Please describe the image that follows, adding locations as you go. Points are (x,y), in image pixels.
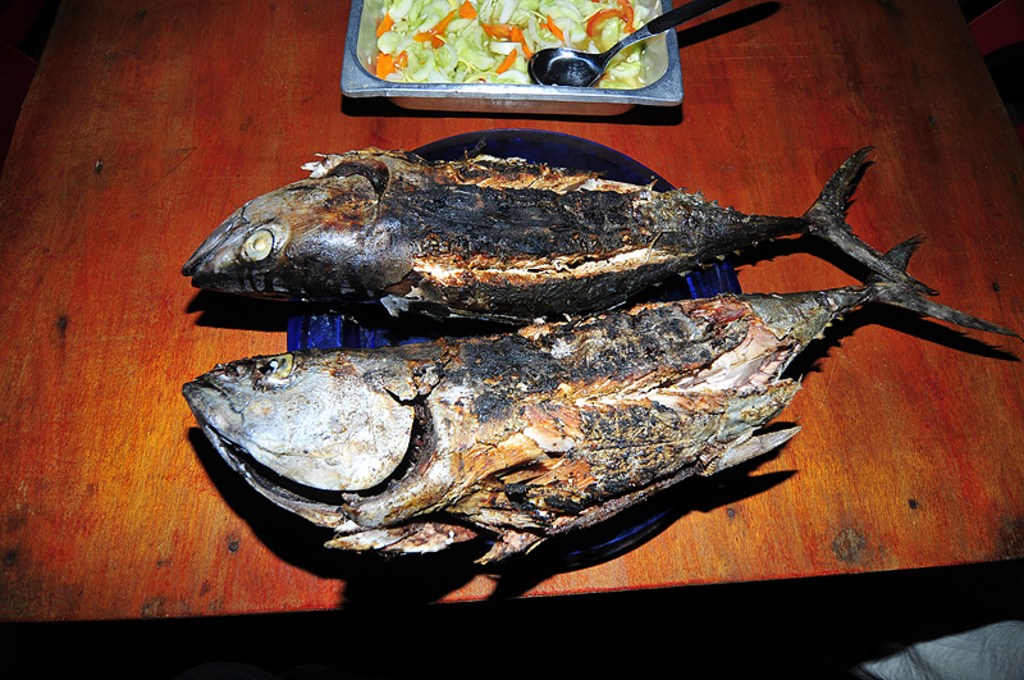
In this image I can see two fishes (417,258) in the bowl (333,337) and the bowl (298,314) is in blue color and the bowl (313,331) is on the table (164,349). Background (440,10) I can see the food (414,18) which is in orange and green color and I can also see a spoon (545,80).
